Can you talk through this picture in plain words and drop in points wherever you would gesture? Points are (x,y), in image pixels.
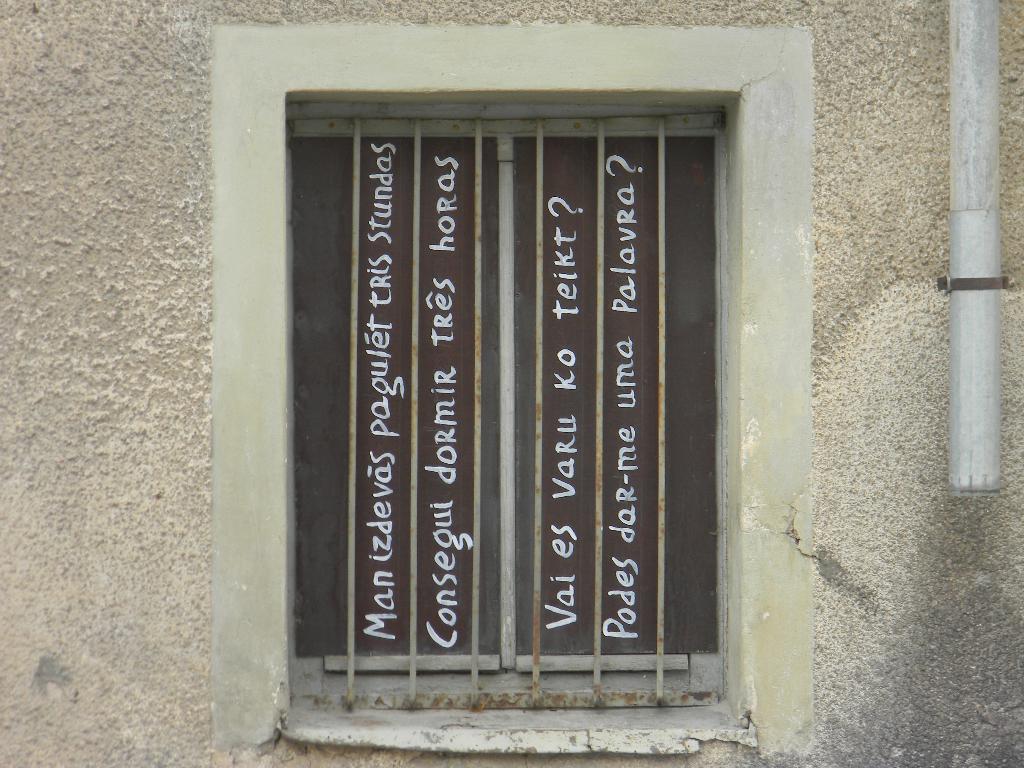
In the image it seems to be a window (374,161) in the middle of the wall (21,606) with some text (382,539) on it.
